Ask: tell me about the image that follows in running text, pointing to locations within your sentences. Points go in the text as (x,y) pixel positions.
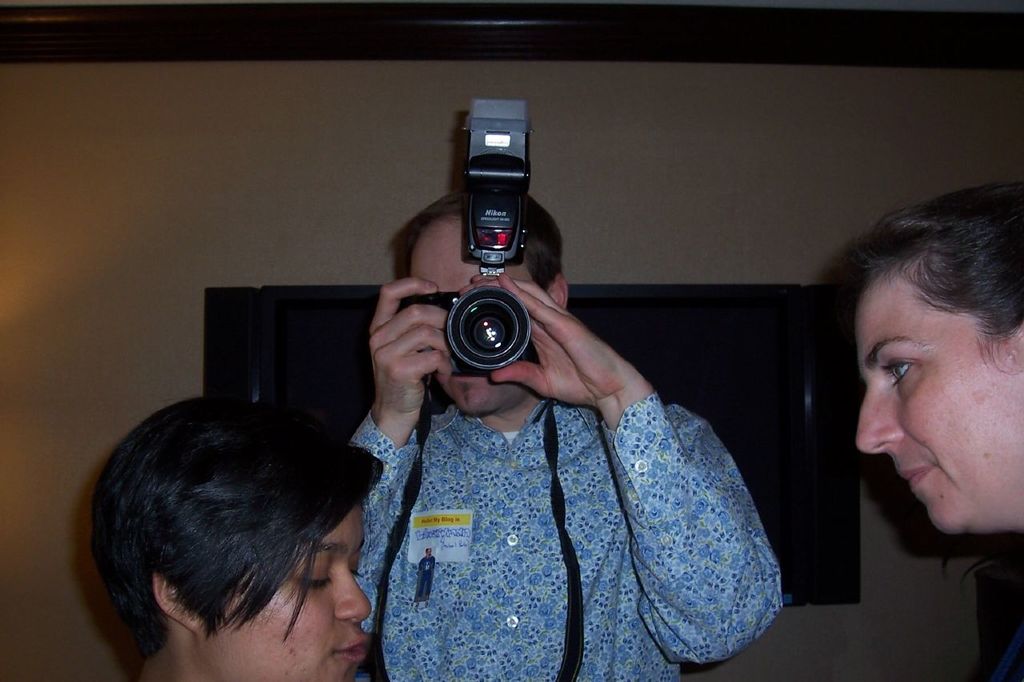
In this image I see a person (501,429) who is holding a camera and there are 2 women (209,538) in front (212,564). In the background (6,433) I see the wall (37,551).
